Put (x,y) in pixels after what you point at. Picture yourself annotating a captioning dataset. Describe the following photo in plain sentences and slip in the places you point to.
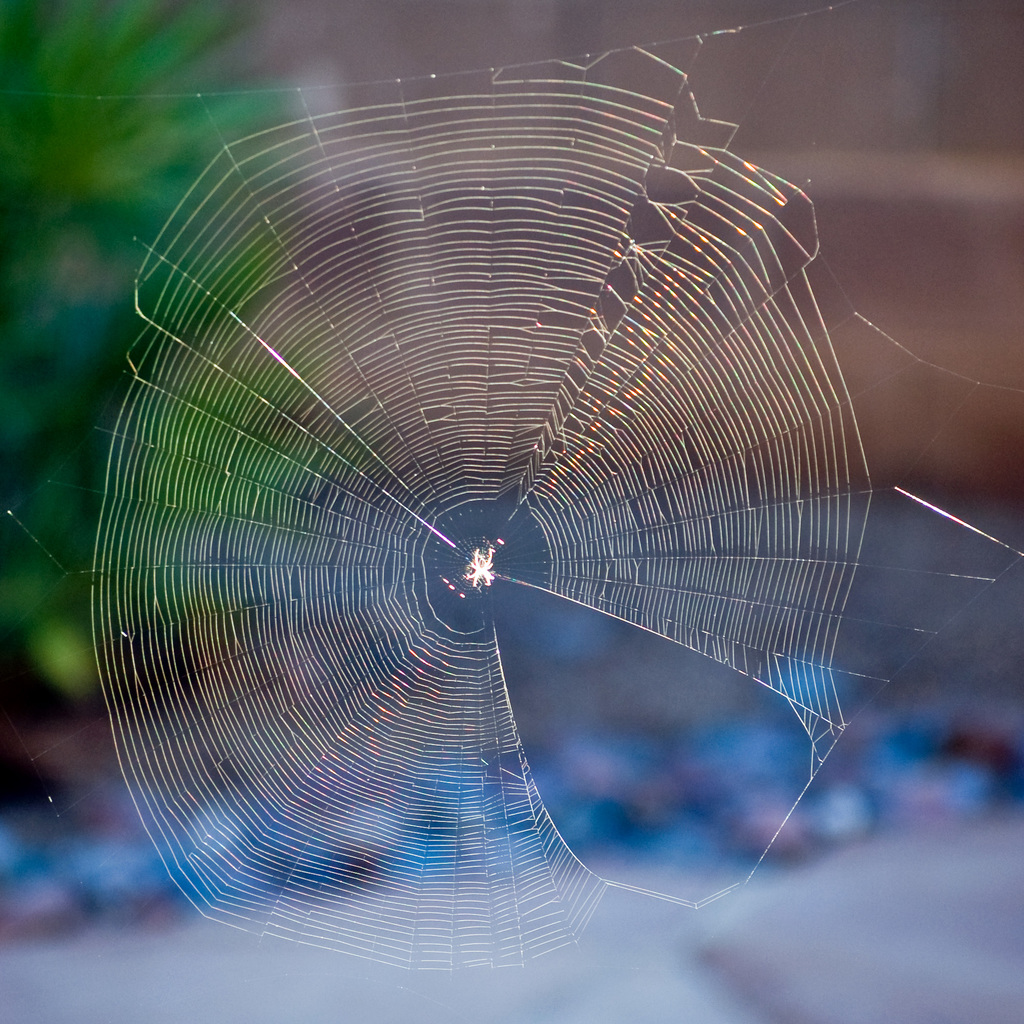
In this image we can see a spider (481,563) and a spider web (450,282) with blur background (554,4).
